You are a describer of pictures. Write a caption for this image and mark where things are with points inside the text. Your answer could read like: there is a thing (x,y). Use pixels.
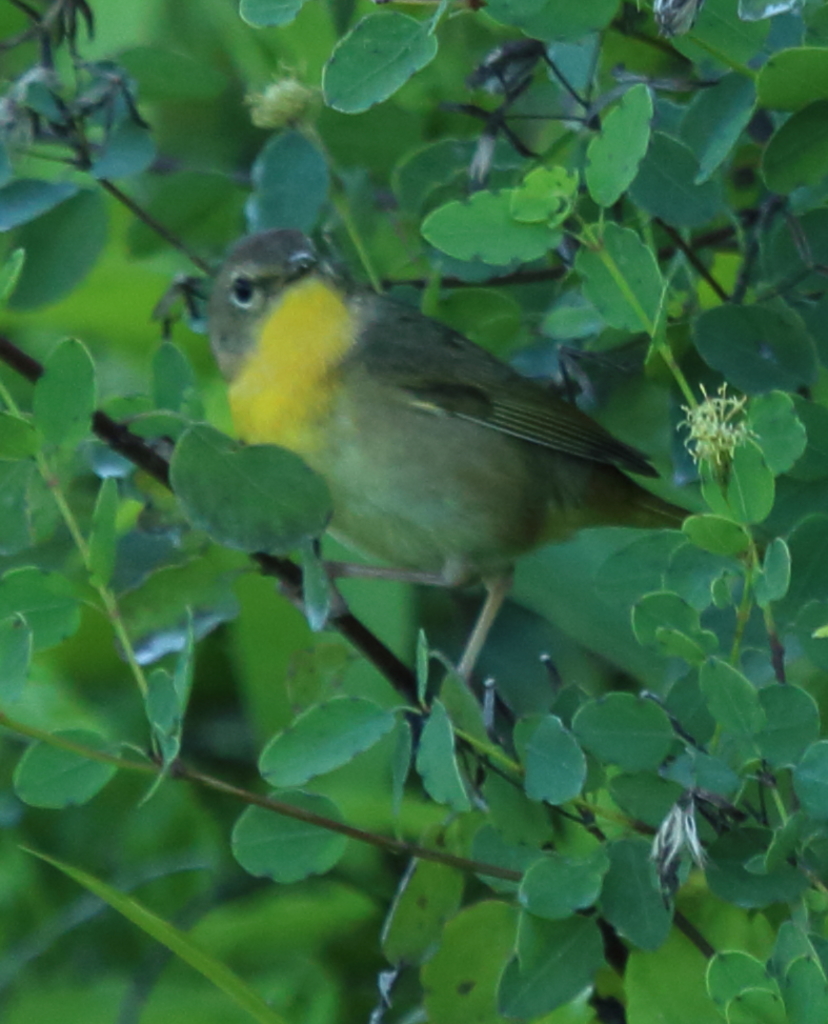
In this image we can see a bird (438,441) which is of brown and yellow color is on the stem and there are leaves (692,124).
